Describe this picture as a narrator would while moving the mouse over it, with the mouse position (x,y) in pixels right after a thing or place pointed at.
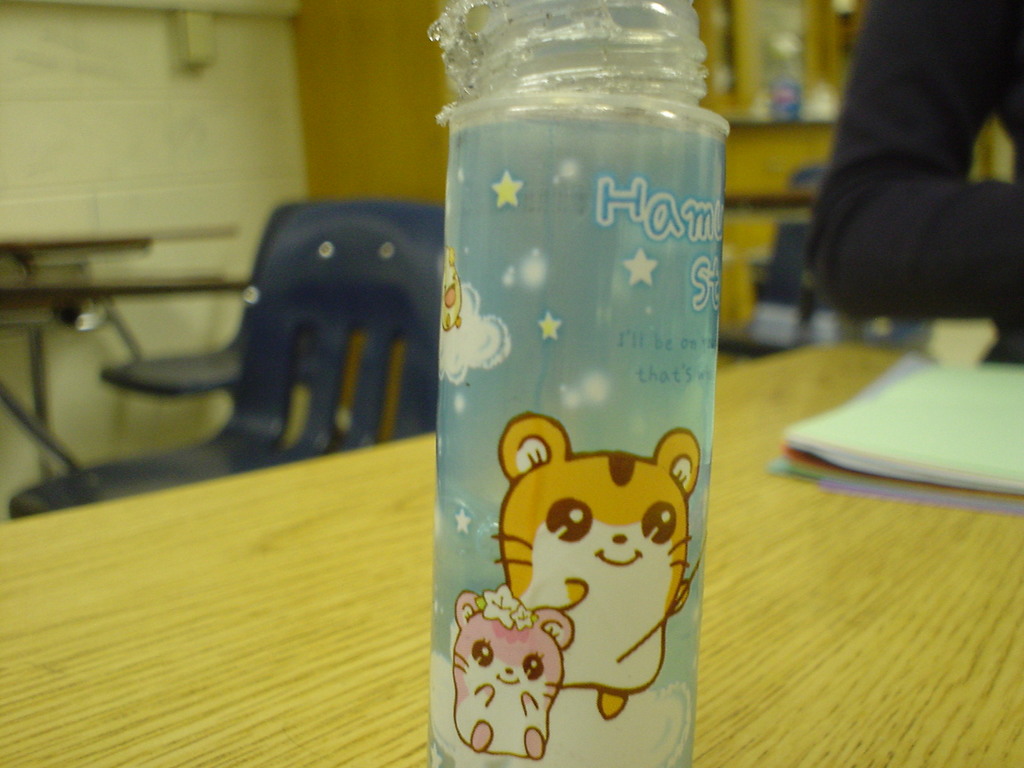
In the image we can see table (871,515), on table (714,553) there is a bottle (612,525) and book (930,461). In the background (136,127) there is a wall (230,203), table (147,291), chairs (270,307) and one person (901,172).
